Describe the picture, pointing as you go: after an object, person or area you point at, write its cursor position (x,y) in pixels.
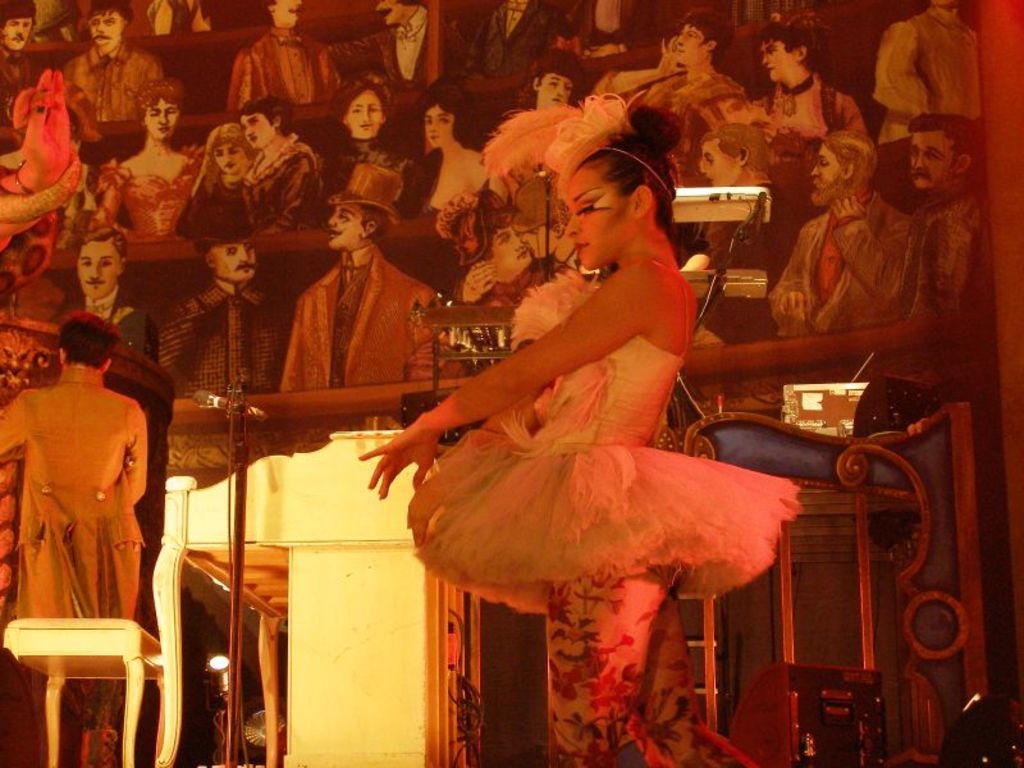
In the image we can see a man (141,484) and a woman (602,535) standing, wearing clothes (138,571). Here we can see a chair (116,646), microphone (204,399) and musical instruments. Here we can see a poster (225,182), in it we can see there are pictures (309,218) of people (338,202) wearing clothes (304,186).
